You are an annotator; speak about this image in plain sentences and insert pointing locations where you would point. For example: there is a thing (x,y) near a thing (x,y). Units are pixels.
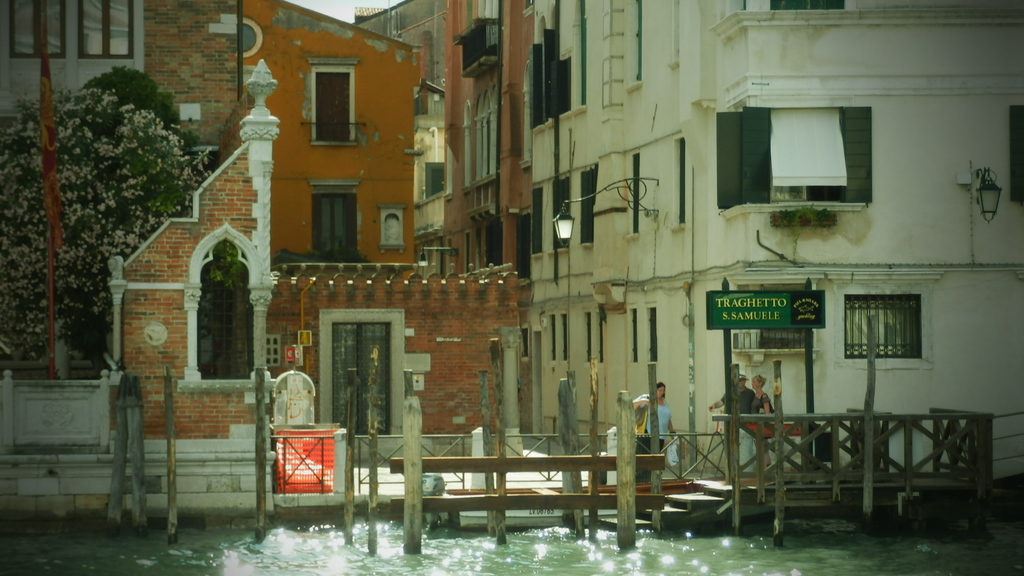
In this image I can see the water (445,541), background (537,353) I can see few persons (744,393) standing, trees (121,126) in green color, few flowers (108,144) in white color and the buildings (470,168) are in brown and white color. Background (342,4) the sky (352,13) is in white color and I can also see few windows (486,152).
